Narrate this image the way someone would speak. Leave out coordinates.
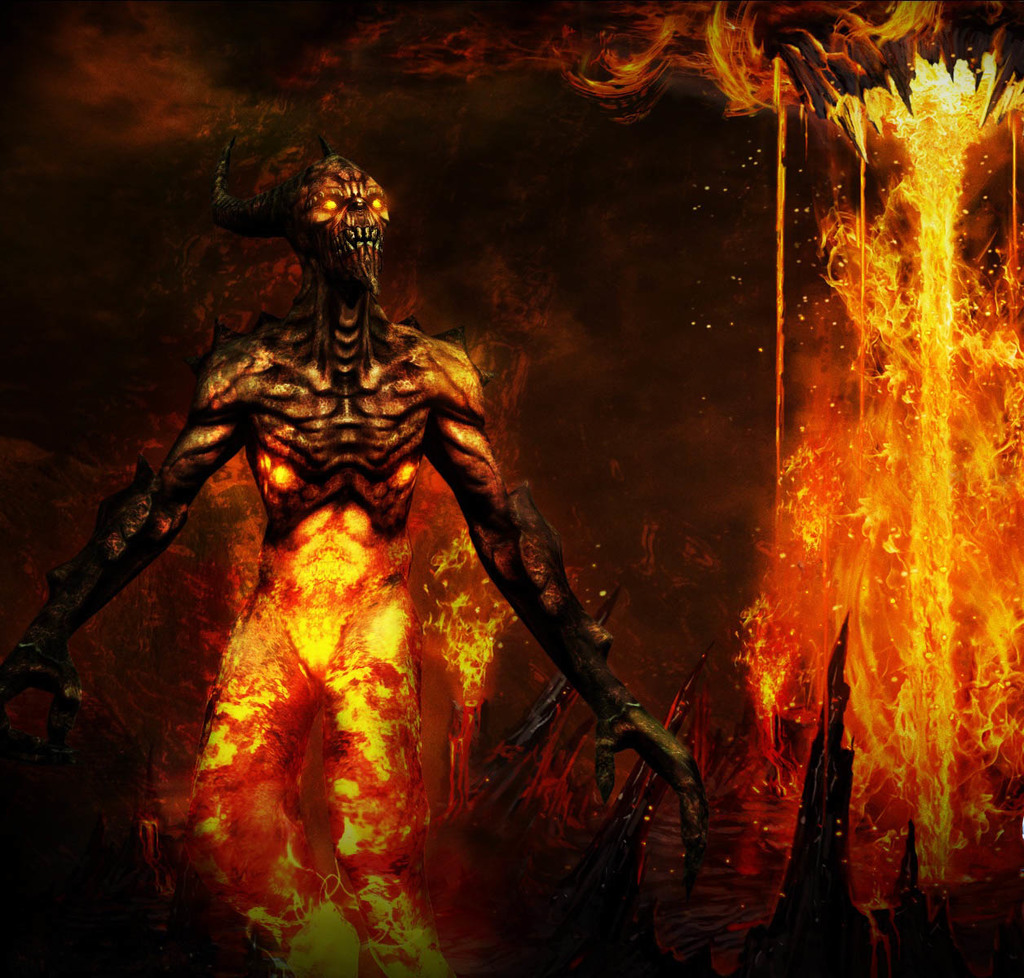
In the image we can see the animated picture.
